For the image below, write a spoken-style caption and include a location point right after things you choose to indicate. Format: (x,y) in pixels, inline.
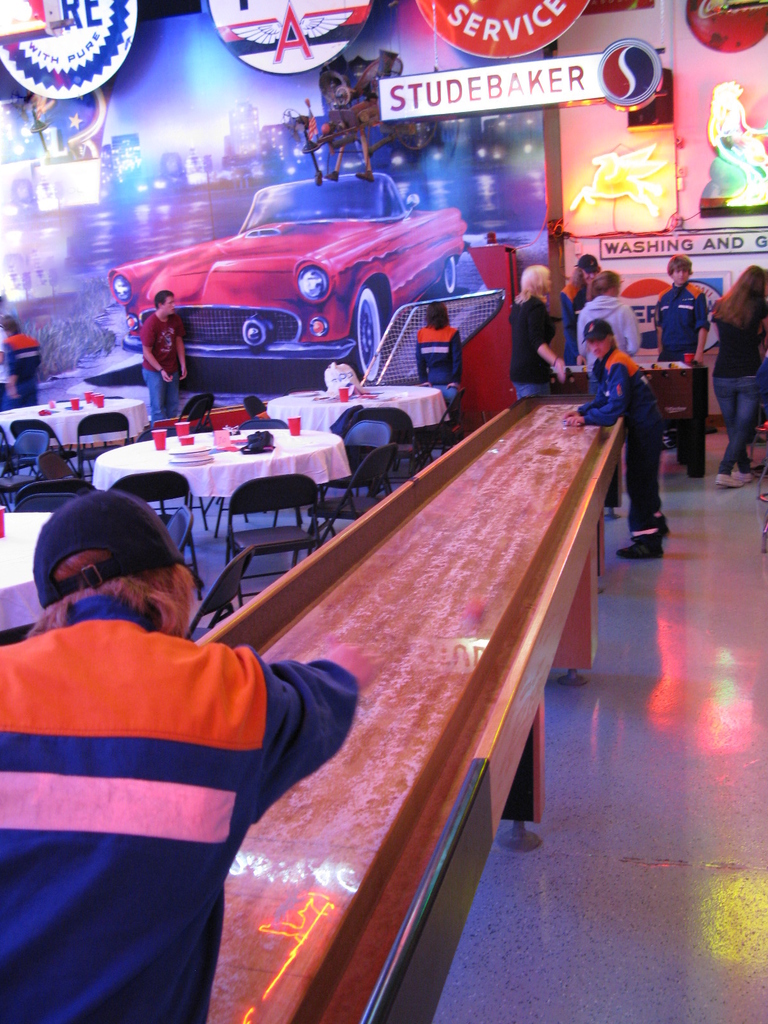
In the foreground of this image (156,788), there is a man (131,781) on the left bottom corner (116,802), there is a table (495,545) in the middle (489,535) and in the background (704,454), there are tables (211,476), chairs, posters (266,228) and a name board (557,79) hanging.
